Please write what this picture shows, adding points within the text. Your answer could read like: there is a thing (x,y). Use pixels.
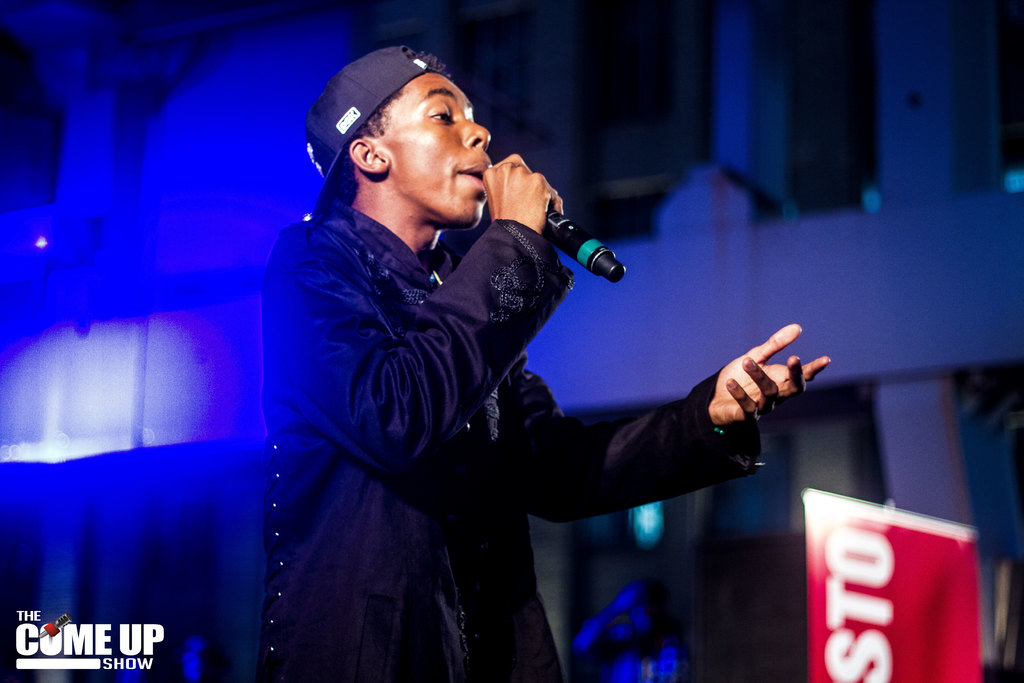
In this image there is a person (486,234) holding a mic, at the bottom of the image (73,618) there is a logo (51,641) with some text (76,631), behind the person (383,441) there is a banner (828,590) and a few other people (592,618) standing, behind them there is a building (538,97).
